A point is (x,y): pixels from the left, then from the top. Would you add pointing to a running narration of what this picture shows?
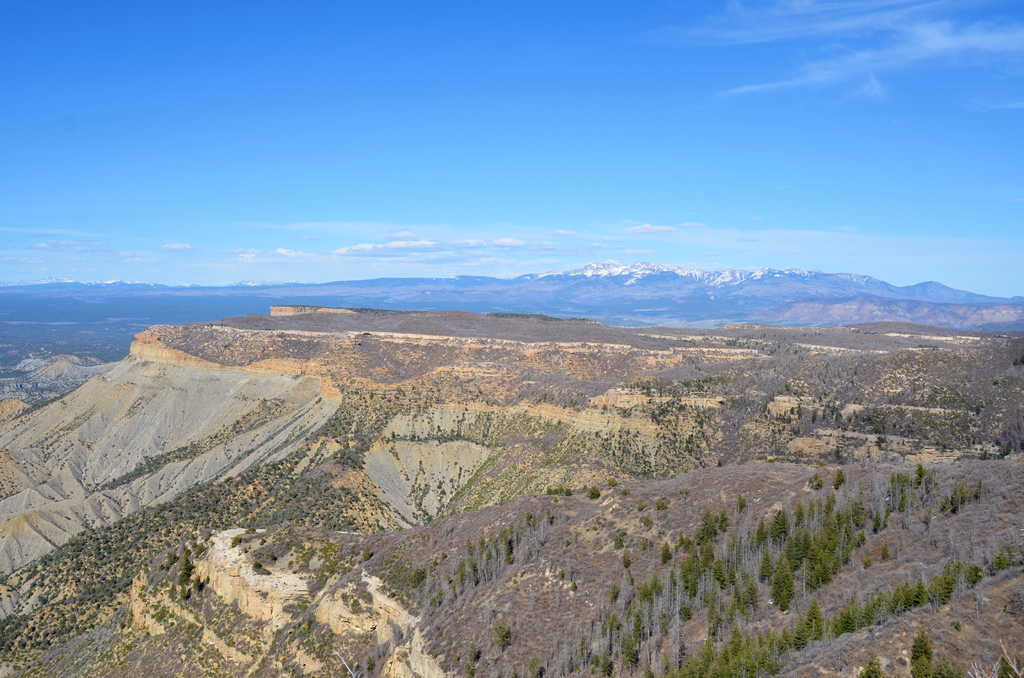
In this image I can see number of trees (644,676). In the background (450,127) I can see clouds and the sky (488,138).
